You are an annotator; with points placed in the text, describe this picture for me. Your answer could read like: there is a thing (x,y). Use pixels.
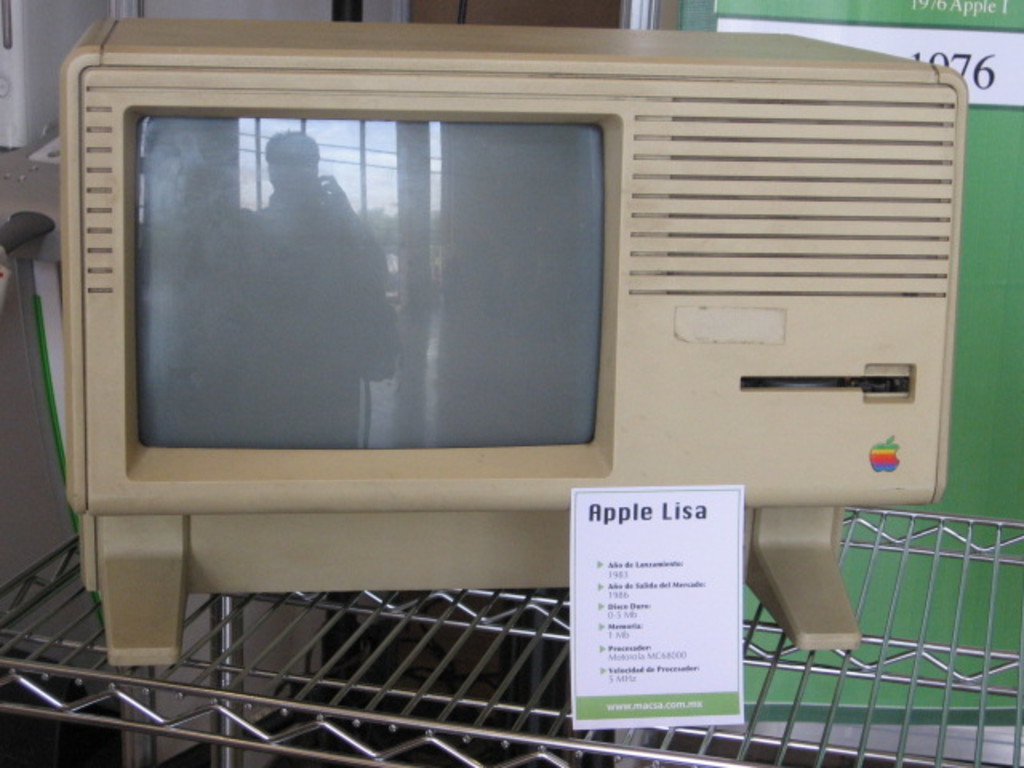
In this image I can see a metal grill (342,683) which is silver in color and on it I can see a electronic gadget (782,311) which is cream in color and a board (708,497) which is white, black and green in color. In the background (1000,239) I can see the green colored board (990,287) and few other objects (49,56).
